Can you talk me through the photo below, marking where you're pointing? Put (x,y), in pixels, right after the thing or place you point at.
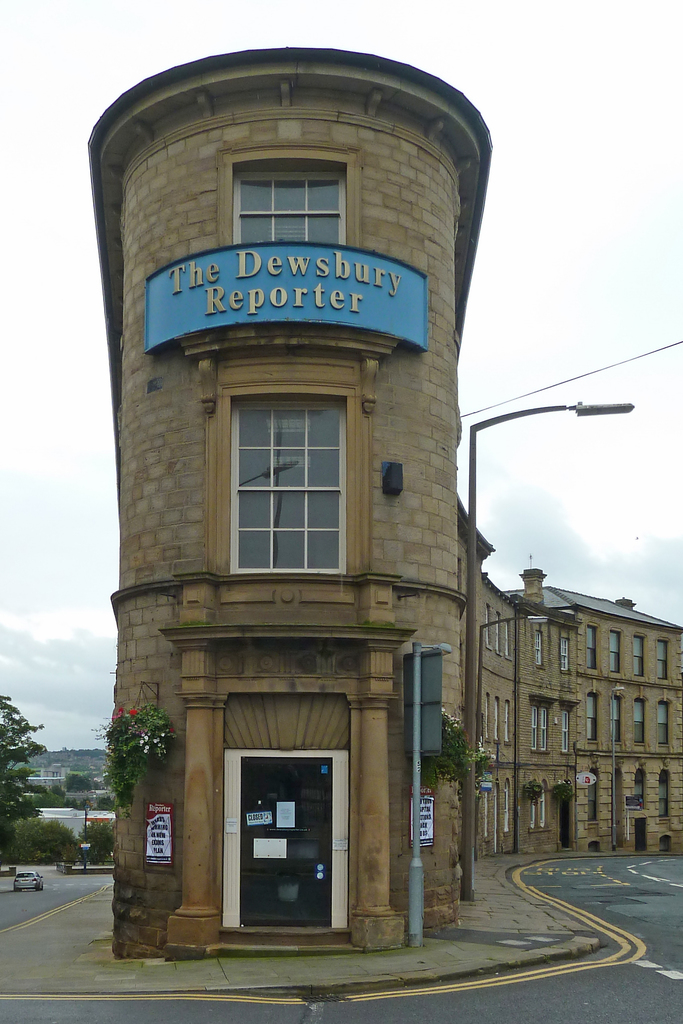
In this image we can see the building (393,823), windows (306,239). And we can see some text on the building (277,763). And we can see the door (292,827). And we can see the flower pots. And we can see the road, lights (416,681) and trees (10,716). And we can see the sky (27,540) at the top (79,195).
